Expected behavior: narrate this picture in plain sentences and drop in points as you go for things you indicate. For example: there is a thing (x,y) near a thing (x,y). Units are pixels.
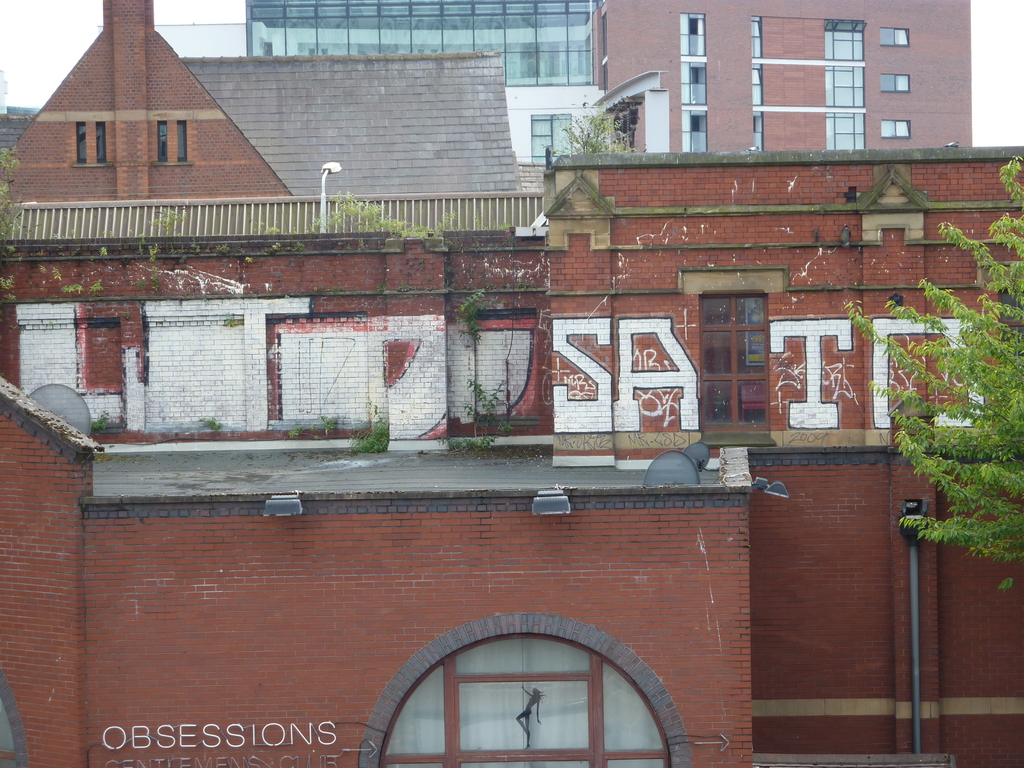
There is a building (418,432) which is in brick color and there is something written on it and there is a tree (958,406) in the right corner (965,352).
